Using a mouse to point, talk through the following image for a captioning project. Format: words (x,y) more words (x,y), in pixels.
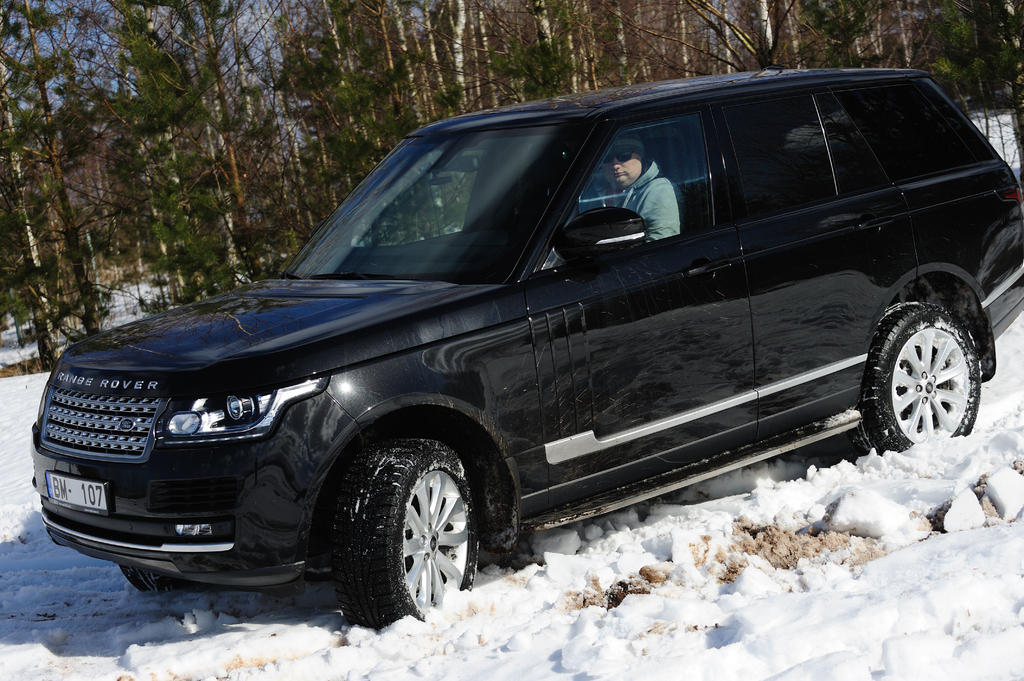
In this picture, in the middle (595,318), we can see a black color car (645,317) which is placed on the ice (605,576), in a car (711,253), we can see a person (654,201) sitting. In the background (300,223), we can see some trees (813,39). On the top (251,23), we can see a sky (185,21), at the bottom (886,490) there is an ice (995,460).
